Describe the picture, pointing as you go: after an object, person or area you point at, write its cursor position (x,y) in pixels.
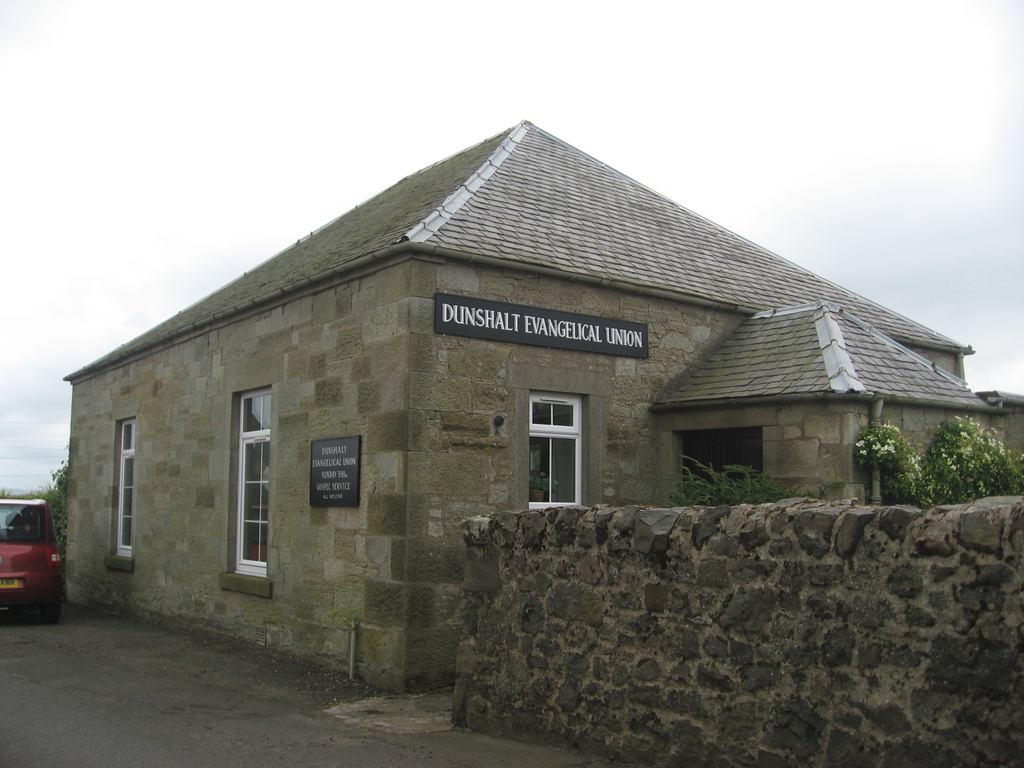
Here we can see a house (510,464), car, windows (547,499), boards (595,344), plants (1000,459), flowers (915,462), and a wall (860,538). In the background (668,155) there is sky (109,190).
